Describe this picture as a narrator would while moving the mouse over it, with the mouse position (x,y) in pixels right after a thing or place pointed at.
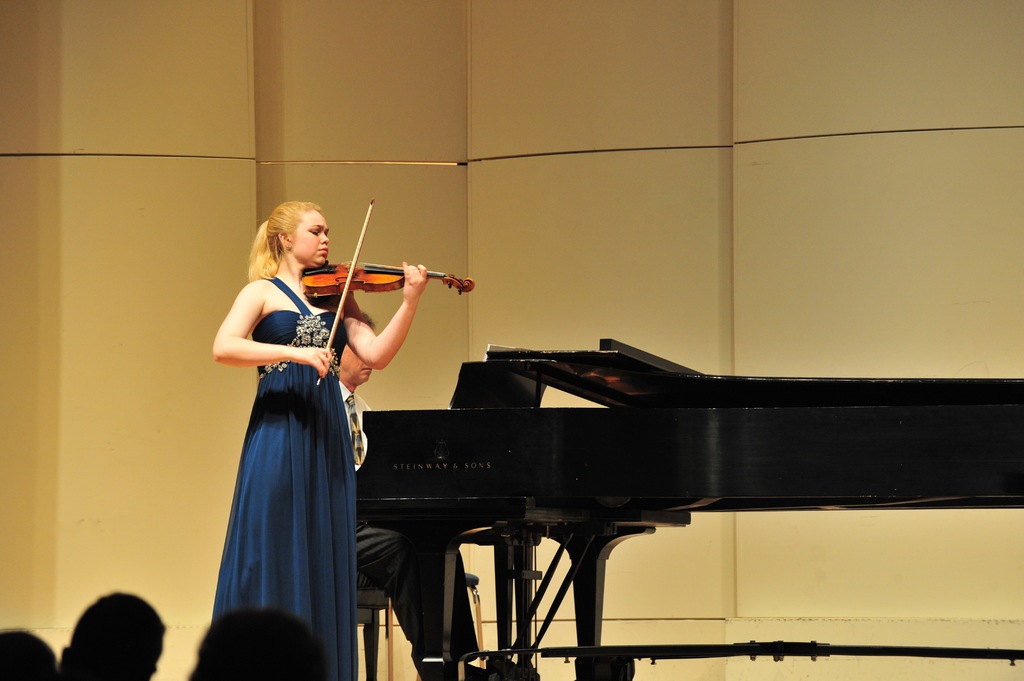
This woman (302,248) is standing wore blue dress (273,422) holding a stick (325,368) and violin (337,279). This person (387,559) is sitting on a chair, in-front of this person (360,378) there is piano keyboard (597,451).
